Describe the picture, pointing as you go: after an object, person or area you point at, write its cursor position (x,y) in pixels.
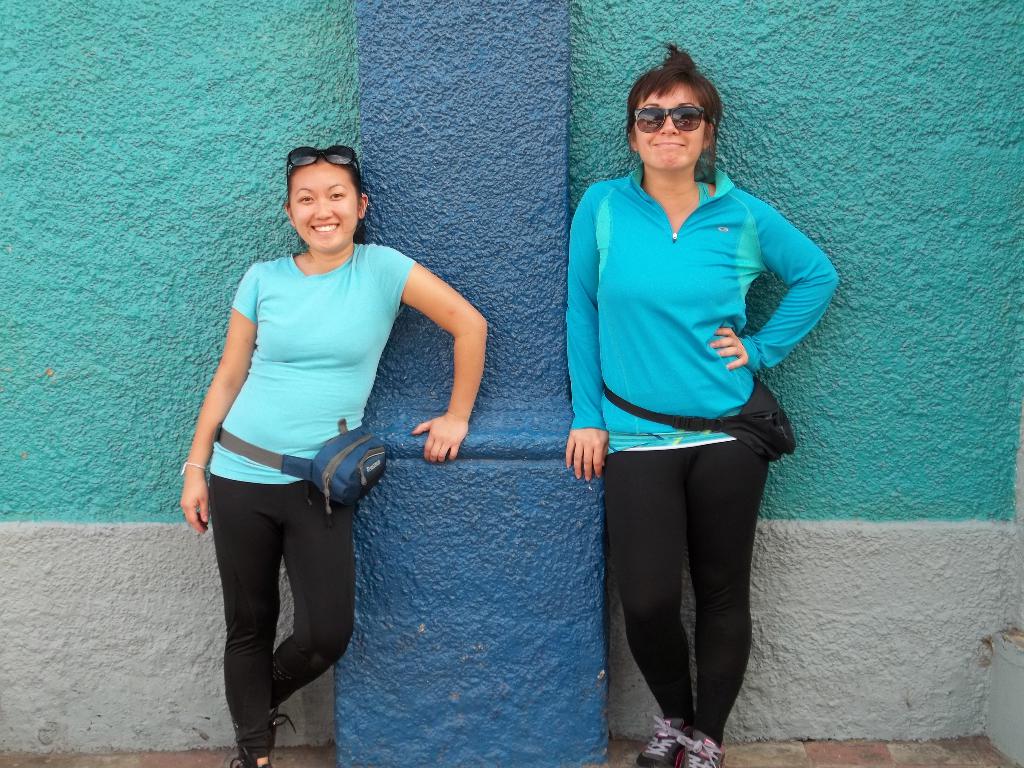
In this image we can see there are two persons (677,375) standing on the ground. In the background (495,302), we can see the wall (938,59) and pillar (522,83).
